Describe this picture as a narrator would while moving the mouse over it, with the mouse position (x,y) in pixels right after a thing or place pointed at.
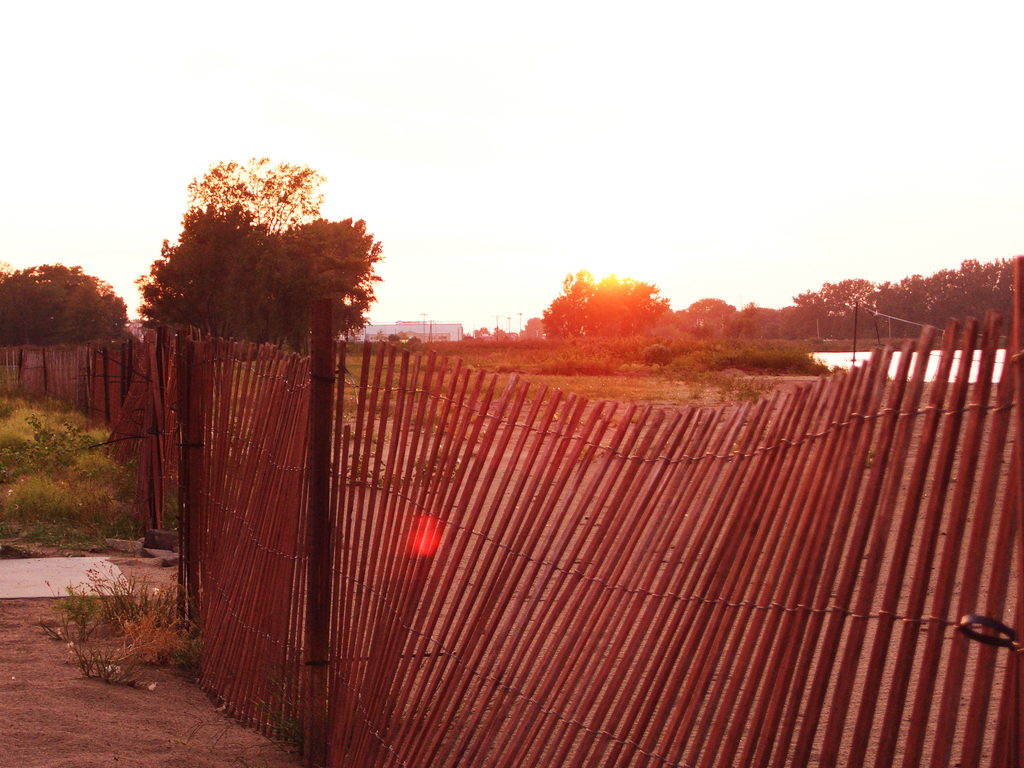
In this picture, it seems like a wooden bamboos boundary (150,429) in the foreground area of the image (599,434), there are poles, trees (635,308), grassland (540,344), building structure (426,324) and the sky (416,170) in the background (451,119).
